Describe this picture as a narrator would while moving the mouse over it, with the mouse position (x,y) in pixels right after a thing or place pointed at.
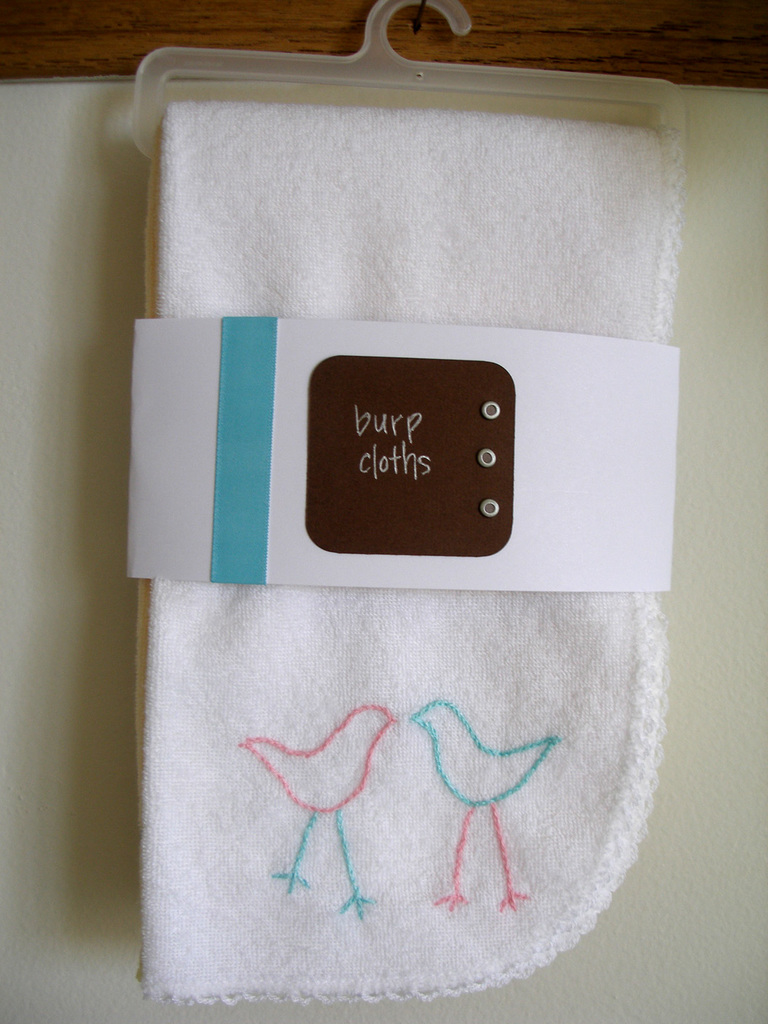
In this image there is a napkin (273,923) with a paper (374,395) to the hanger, and the hanger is hanging to the wooden board (696,46).
